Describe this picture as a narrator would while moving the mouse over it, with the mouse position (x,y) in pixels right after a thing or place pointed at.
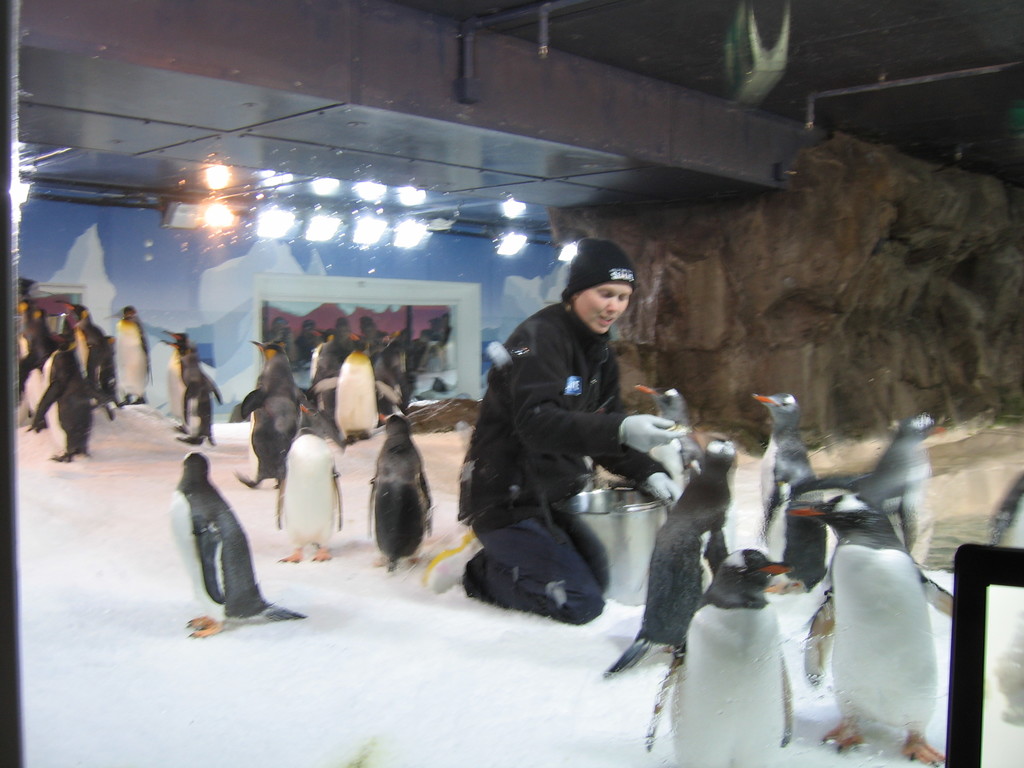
Here we can see penguins (843,671). A man (591,590) is kneeling down and giving a food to the penguins (692,485). This is a can (617,555). These are the lights (400,225). This is a scenery board (312,269). This is a snow (242,717).
